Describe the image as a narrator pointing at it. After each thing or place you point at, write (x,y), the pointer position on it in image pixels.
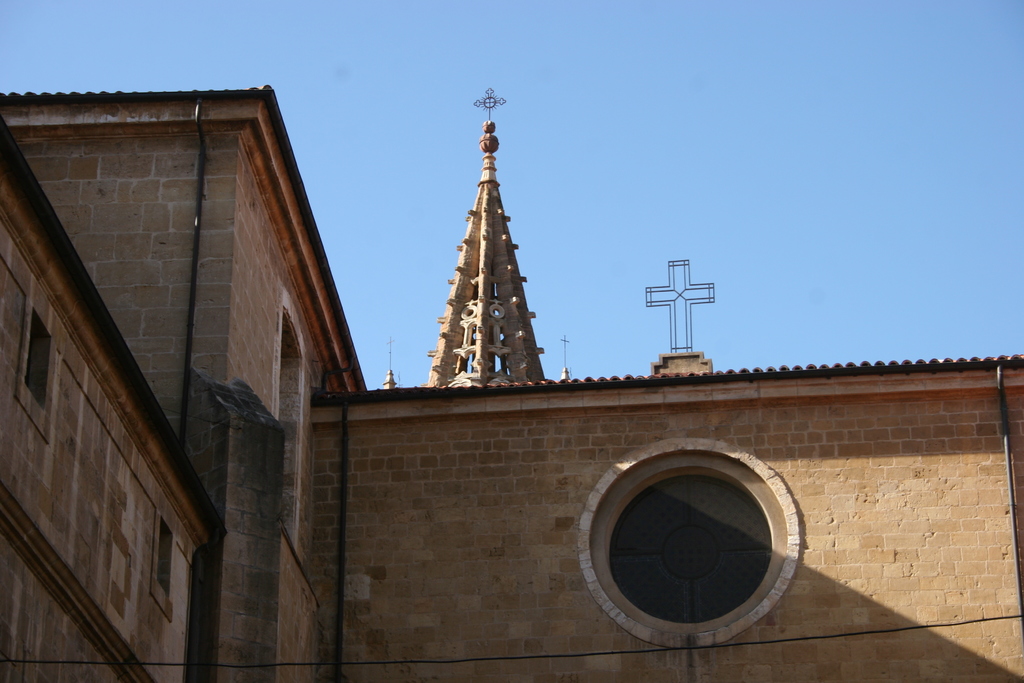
In the image we can see stone wall (336,526), cross symbol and the sky (772,164).
